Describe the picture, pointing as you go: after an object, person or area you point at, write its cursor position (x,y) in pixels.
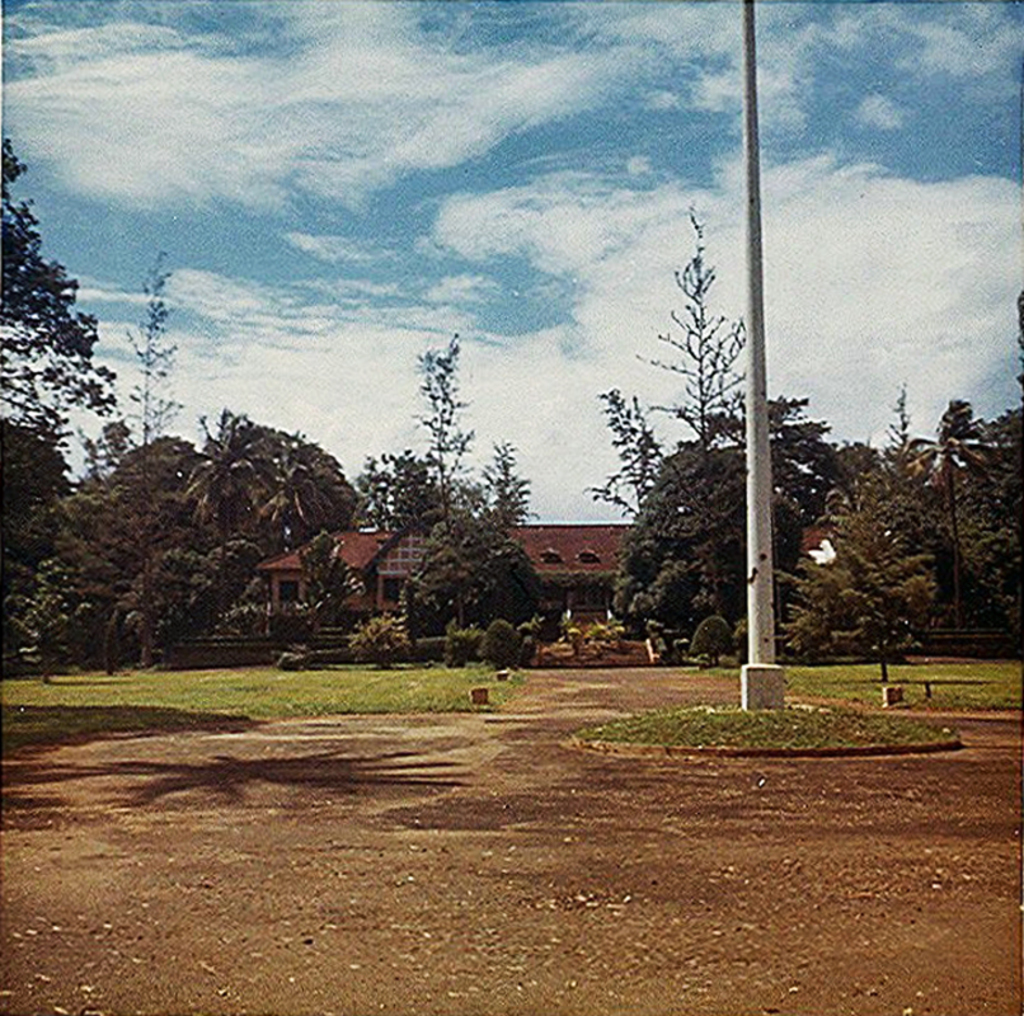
In this image in the center (479,602) there are some trees (688,614), houses (813,545), pole (771,596). At the bottom (340,823) there is sand (958,920) and grass (684,722), and at the top (628,169) there is sky (628,169).
